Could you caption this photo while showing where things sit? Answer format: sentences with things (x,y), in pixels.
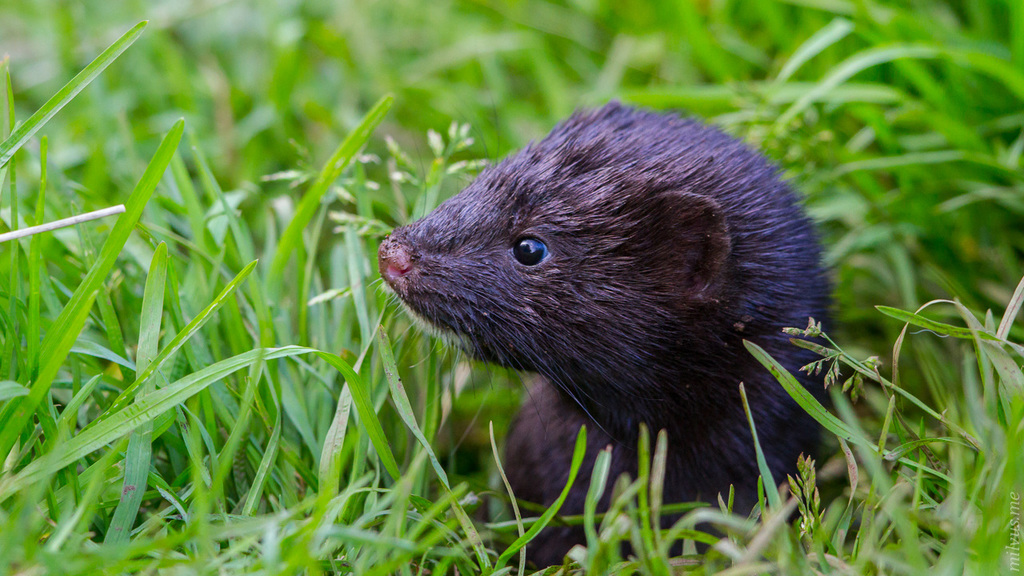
In this picture I can see there is a animal (577,274) here in between the grass (286,488) and there is grass (339,267) here on the floor (428,139).
